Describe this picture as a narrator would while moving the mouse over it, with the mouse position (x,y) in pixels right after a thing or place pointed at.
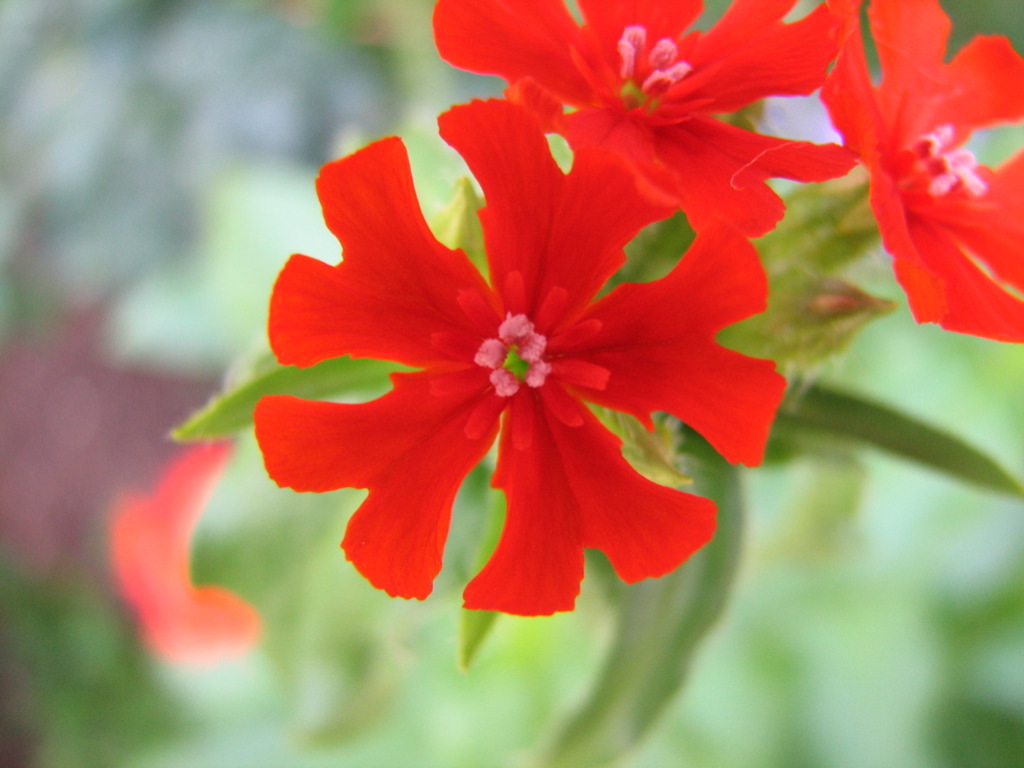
In this picture, we see a plant (668,419) which has flowers (608,390) and these flowers (746,309) are in red color. In the background (116,64), it is green in color. It is blurred in the background (197,386).
